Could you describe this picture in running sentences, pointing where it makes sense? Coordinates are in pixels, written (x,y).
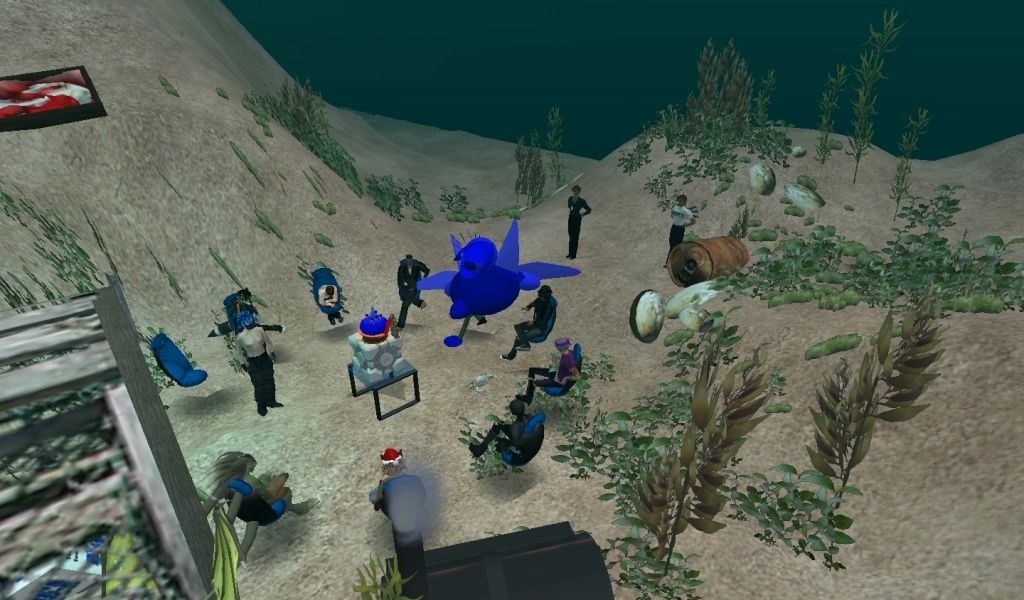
This is an animated image. In this picture, we see people (529,331). Some of them are standing and some of them are sitting on the chairs (402,496). In the middle of the picture (387,382), we see a table (379,386) on which white and blue color thing (389,346) is placed. We see a blue color thing (473,289) which looks like an airplane (543,276) is flying near the ground (447,318). On the right side (774,503), there are trees (760,504). In the background (485,18), it is dark green in color.
